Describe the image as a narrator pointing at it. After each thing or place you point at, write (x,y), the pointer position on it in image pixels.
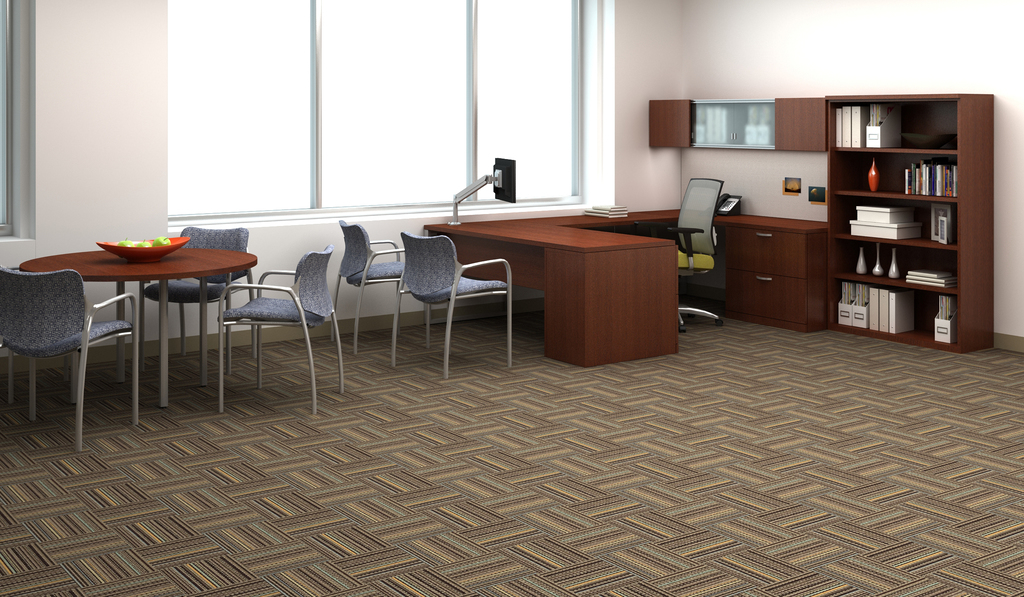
This picture is taken in a room (519,196). The room (435,327) is filled with tables (521,277), chairs (256,320), shelves (899,106) etc. Towards the left (181,254) there is a table (163,296), on the table (105,266) there is a bowl (154,247) with fruits (138,244), beside it there is another table (591,294), on that there is a monitor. Towards the right (841,263) there is a shelf (981,130) full of files (887,291), books (918,179) and jars (879,263).
